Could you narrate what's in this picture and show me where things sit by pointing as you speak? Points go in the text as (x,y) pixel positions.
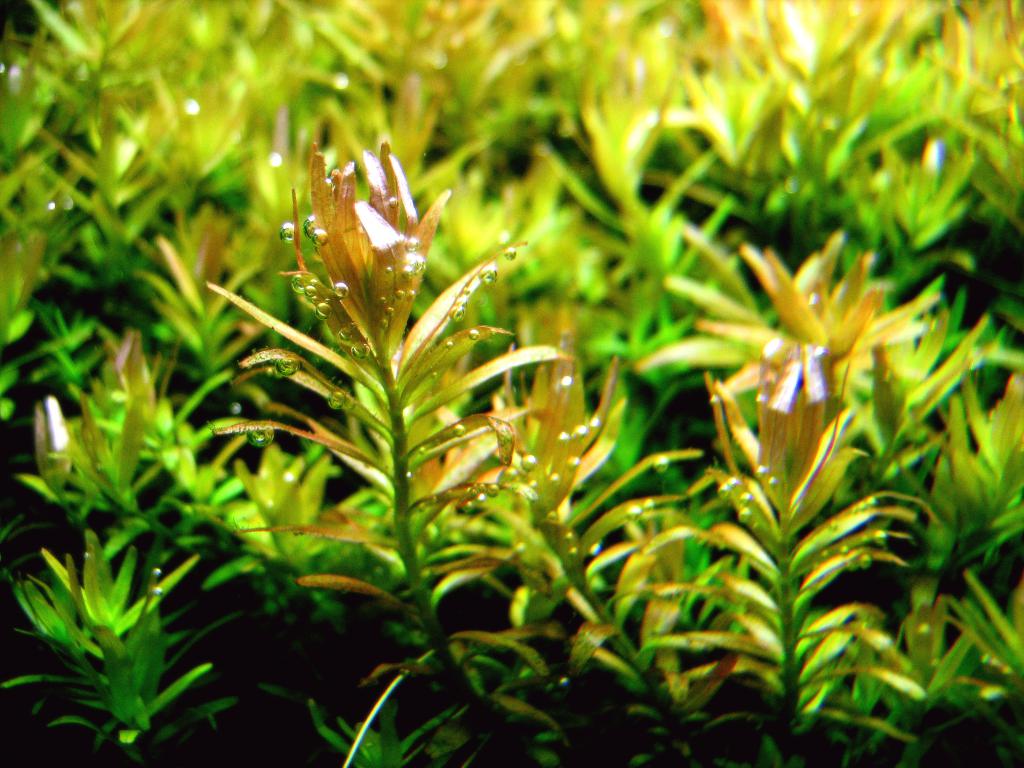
In this image there are plants (464,382).
